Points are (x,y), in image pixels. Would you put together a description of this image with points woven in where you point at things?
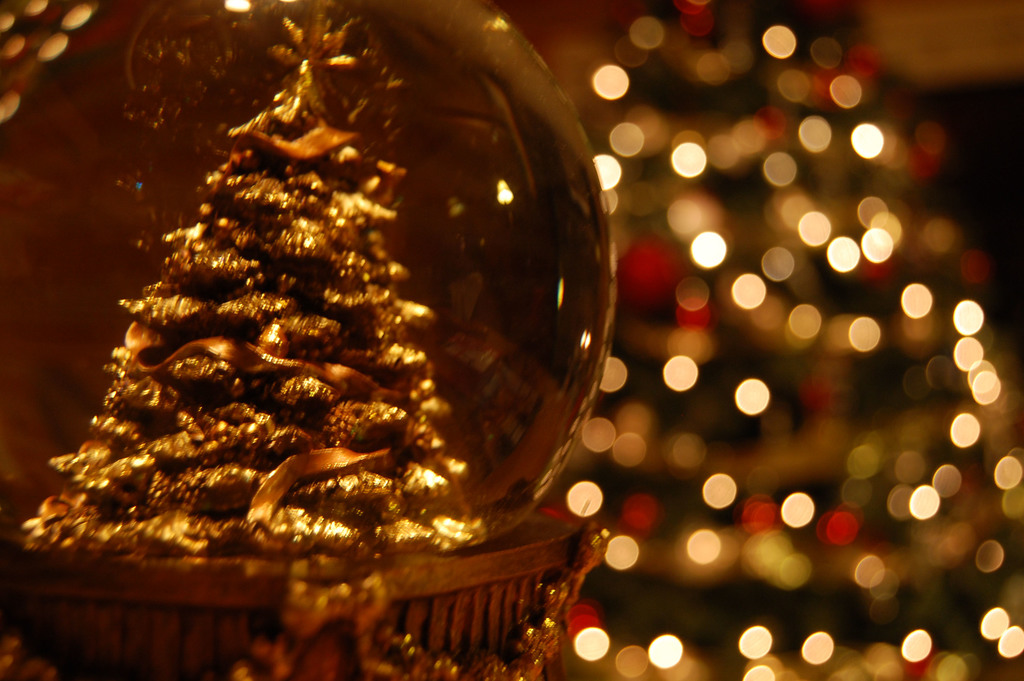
Here in this picture we can see a gift item (166,200) present, in that we can see some Christmas tree like structure (215,396) present and this is viewed in a close up view and behind that we can see lights (704,251) decorated over a place in blurry manner.
